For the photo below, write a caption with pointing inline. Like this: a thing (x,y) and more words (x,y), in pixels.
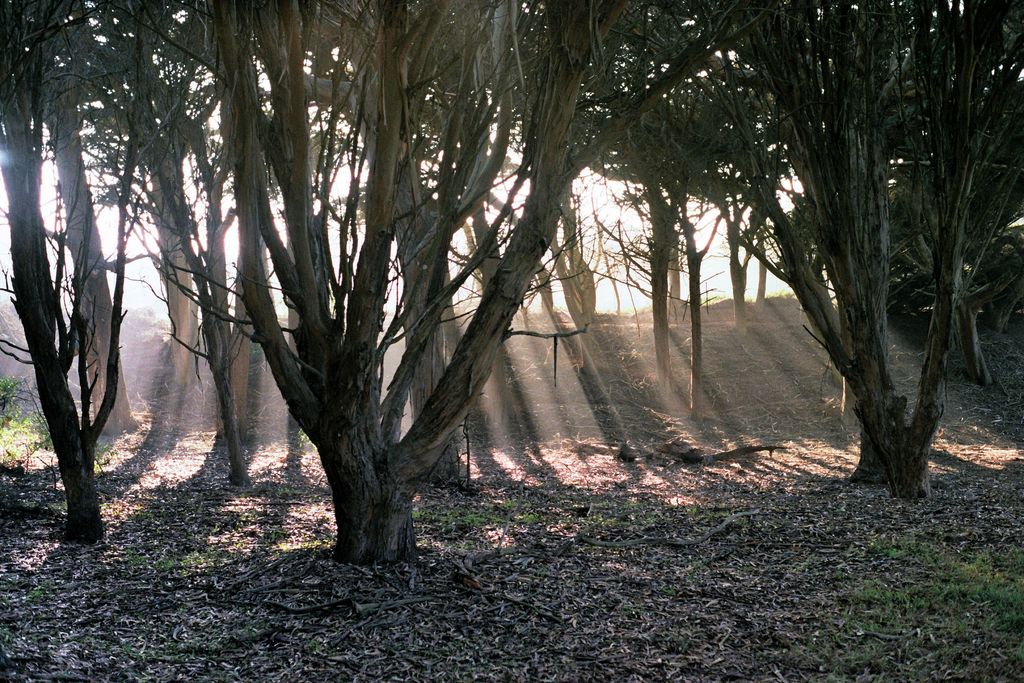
In this image there are few trees (441,303), few leaves (534,579) on the ground (569,544), few plants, grass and sun rays (514,327) in between the trees (371,338).
